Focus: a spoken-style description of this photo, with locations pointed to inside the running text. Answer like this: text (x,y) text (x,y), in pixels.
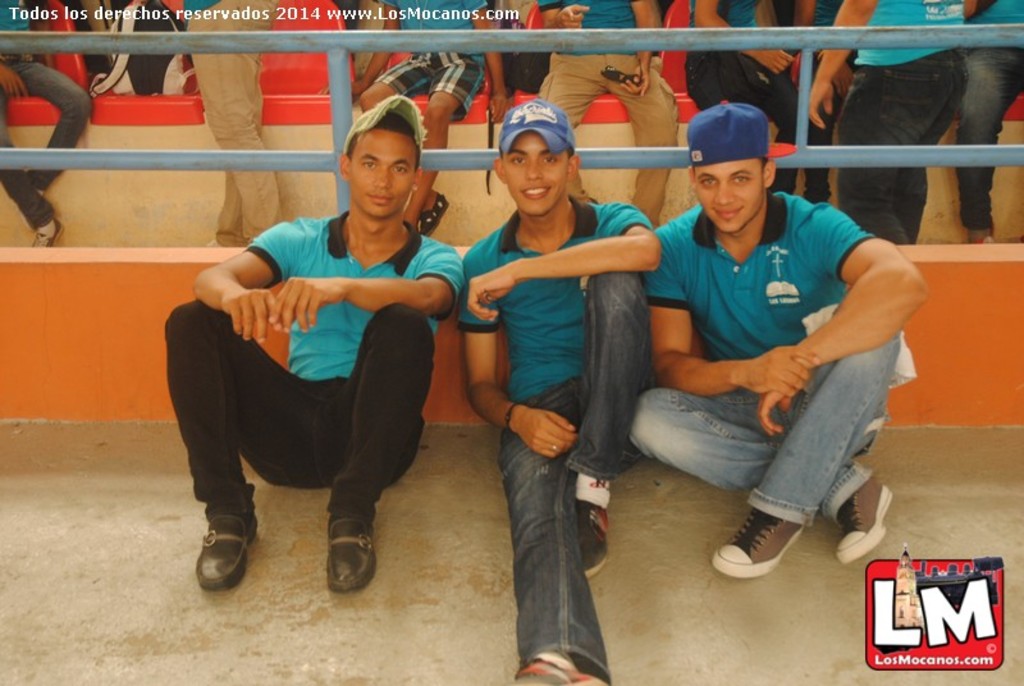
In the center of the image (558,368) we can see three persons (685,362) are sitting and they are smiling and they are wearing caps (700,130). At the bottom right side of the image (930,619), there is a logo (944,595). In the background (1011,306) there is a fence (18,164), wall (109,185), attached chairs (279,104), backpacks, few people (240,99) are standing, few people (442,118) are sitting, few people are holding some objects (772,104) and a few other objects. At the top of the image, we can see some text (501,16).
